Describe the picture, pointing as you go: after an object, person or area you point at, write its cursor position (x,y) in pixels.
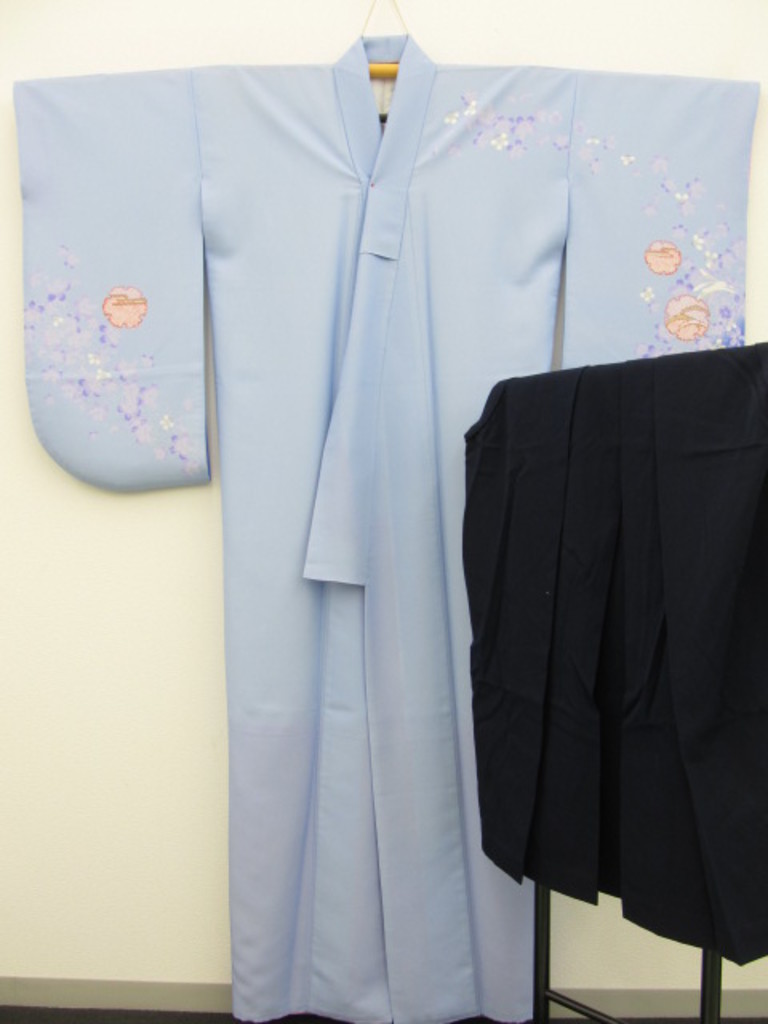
In this picture, we can see the wall (92,594), holder (372,74) with a dress (399,69) hanged to it, and we can see black color object (713,955) with black color cloth (478,671) on it.
